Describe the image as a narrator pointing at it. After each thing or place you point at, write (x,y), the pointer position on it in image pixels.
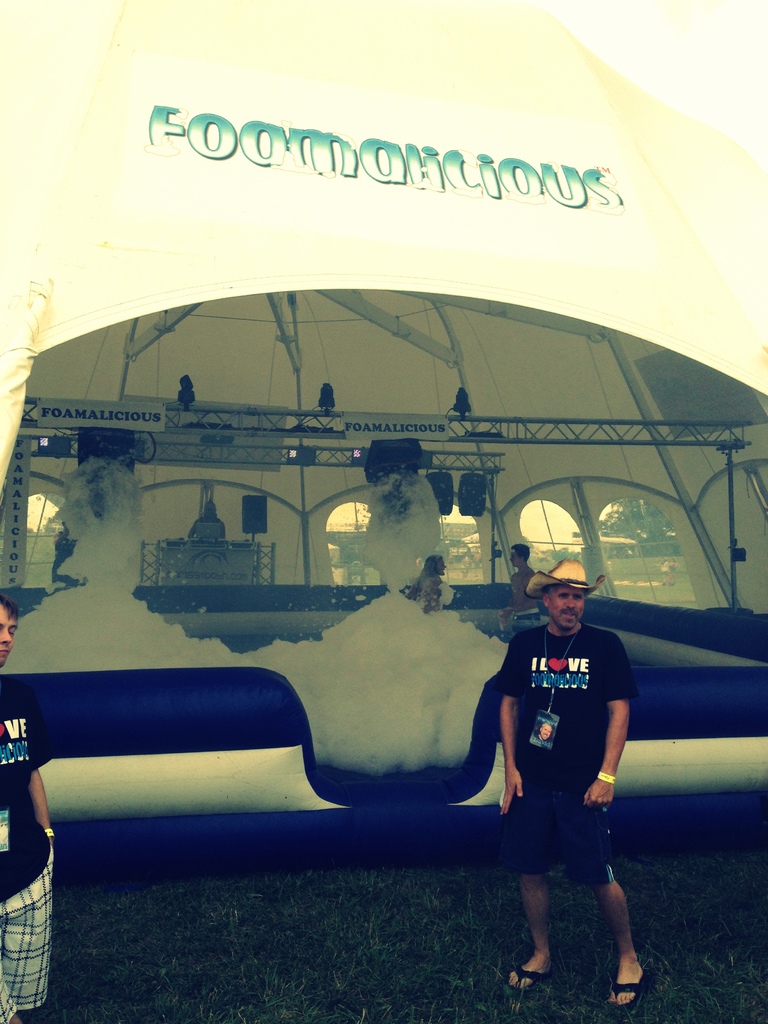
This picture describes about group of people (588,740), on the right side of the image (562,688) we can see a man (553,604), he wore a cap (538,577), in the background (425,651) we can find foam (103,589), metal rods (325,419), tent (488,370) and few trees (616,522).
